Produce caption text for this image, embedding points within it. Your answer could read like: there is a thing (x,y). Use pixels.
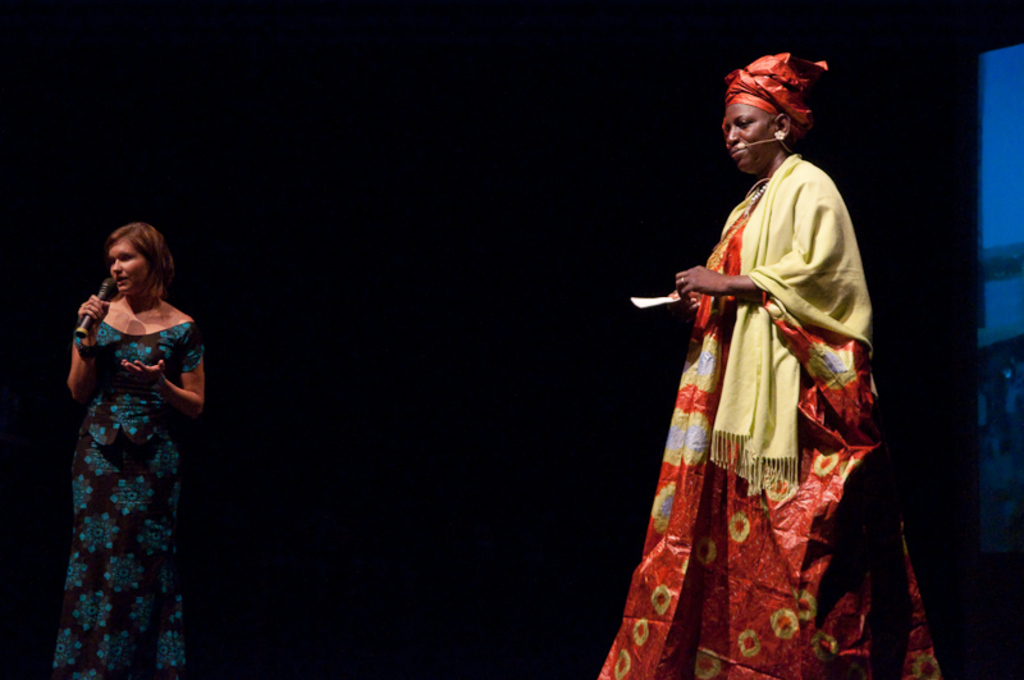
In this image there are two women (790,297) standing. Left side (113,332) there is a woman (100,317) holding a mike (87,318) in her hand (100,304). Right side (756,300) there is a woman (763,242) wearing a scarf (777,284).
